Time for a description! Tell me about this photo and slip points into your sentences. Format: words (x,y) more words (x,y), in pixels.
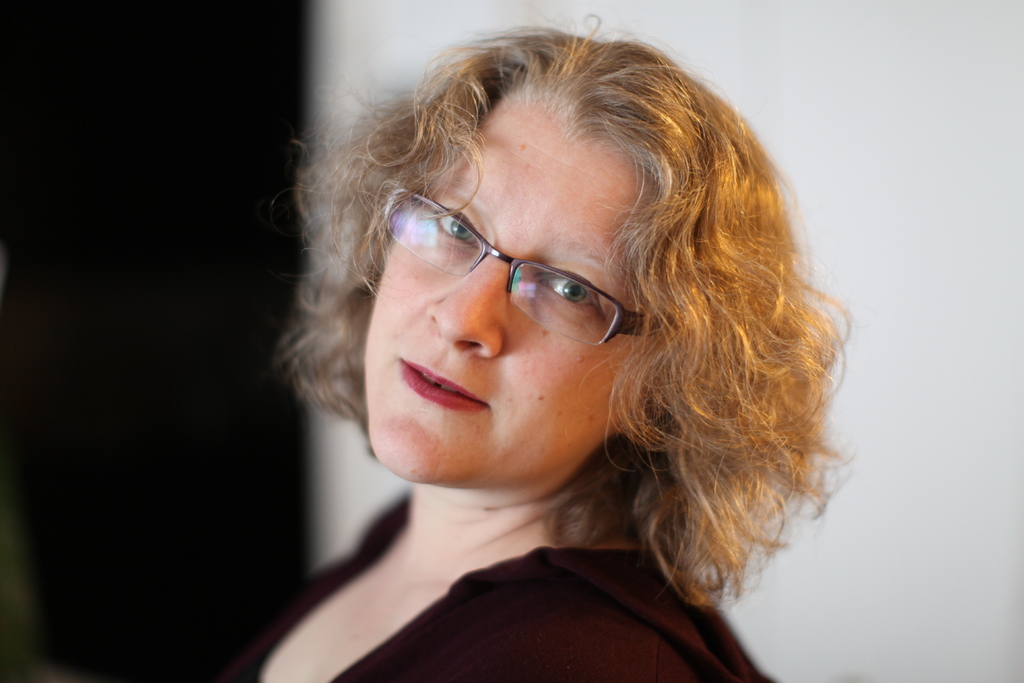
The woman (540,416) in the black dress (630,646) is looking at the camera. She is wearing the spectacles (546,322). She might be posing for the photo. On the left side (186,248), it is black in color. In the background (909,452), it is white in color.
